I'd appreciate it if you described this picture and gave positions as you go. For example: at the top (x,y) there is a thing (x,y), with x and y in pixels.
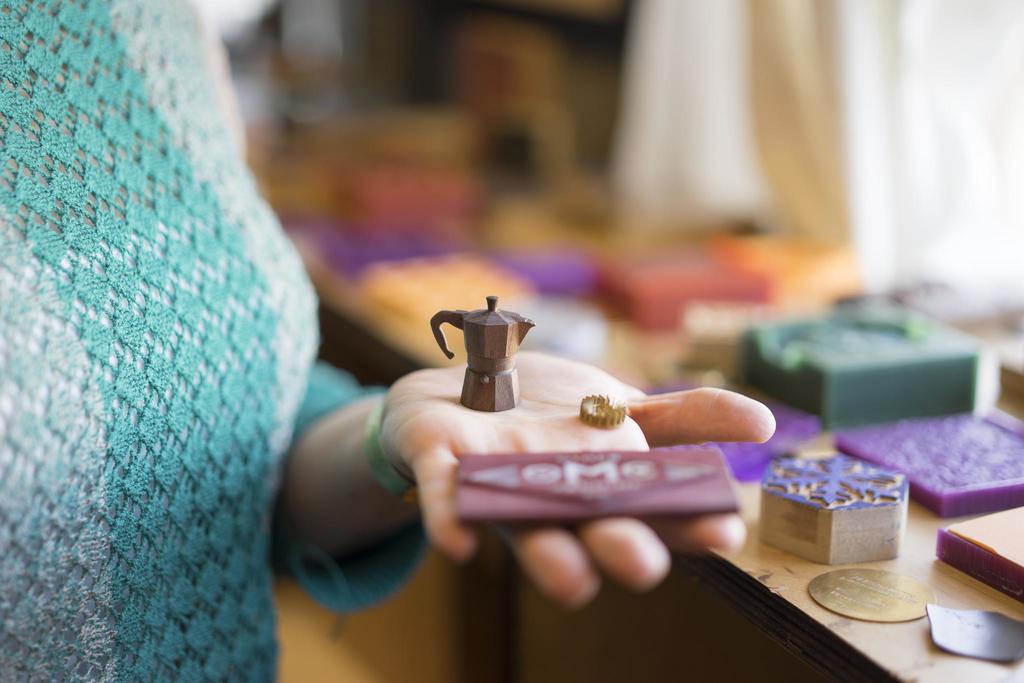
In this image, we can see a human hand (390,494) with some objects (591,503) and cloth (357,550). Background (846,285) there is a blur view. Here we can see few things (848,482) and objects (871,393) are placed on it.
